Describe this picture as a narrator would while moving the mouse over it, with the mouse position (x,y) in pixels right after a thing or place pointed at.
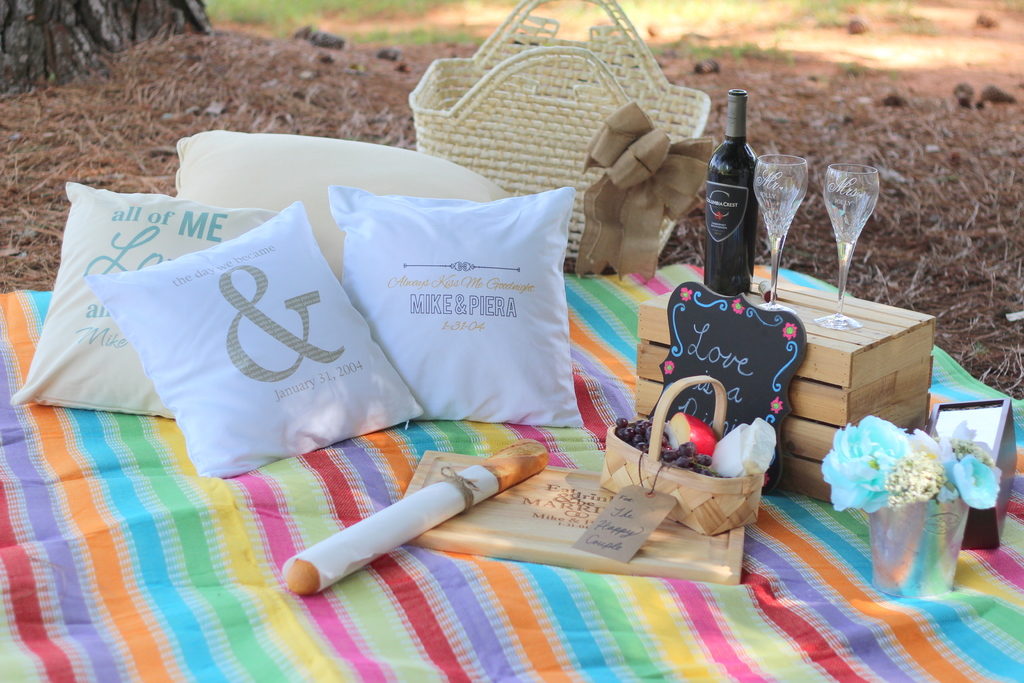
In the foreground of the image (284,376) there are pillows (425,257), wine bottle (750,271) and glasses (778,307) and there are other objects (775,429) on the cloth (263,567). In the background of the image (279,95) there is dry grass (835,96). There is a tree trunk (69,47).
